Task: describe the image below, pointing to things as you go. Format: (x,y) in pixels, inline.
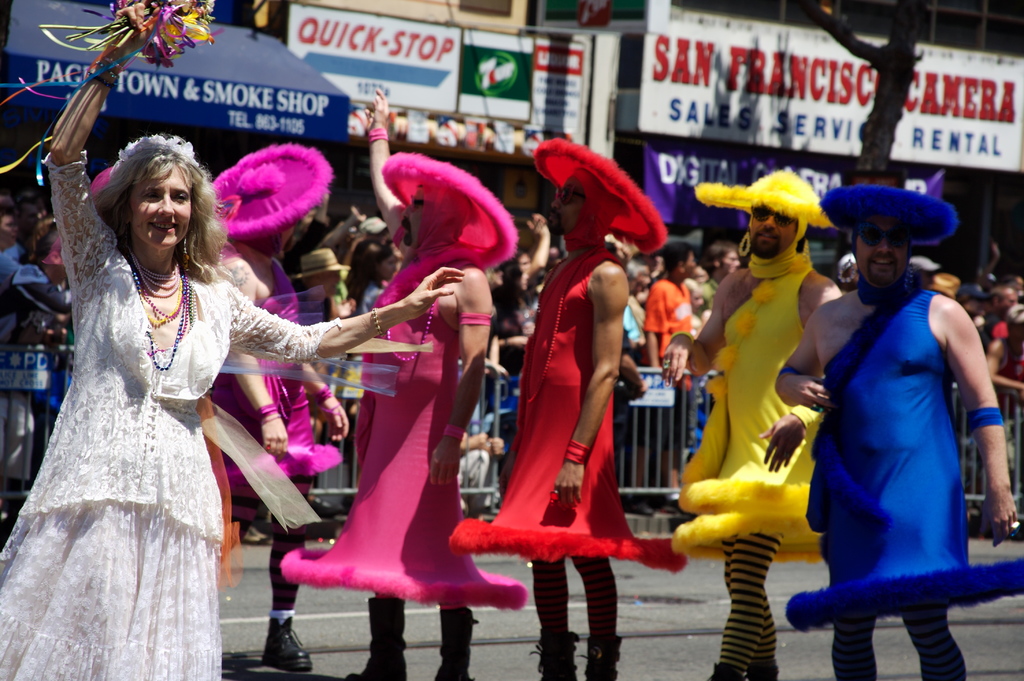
There are people (580,530) wore costumes (602,248) and she is holding flowers (175,2). In the background (652,395) we can see people (679,302), railings (1019,494), tree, boards (765,72) and banner (679,167).
